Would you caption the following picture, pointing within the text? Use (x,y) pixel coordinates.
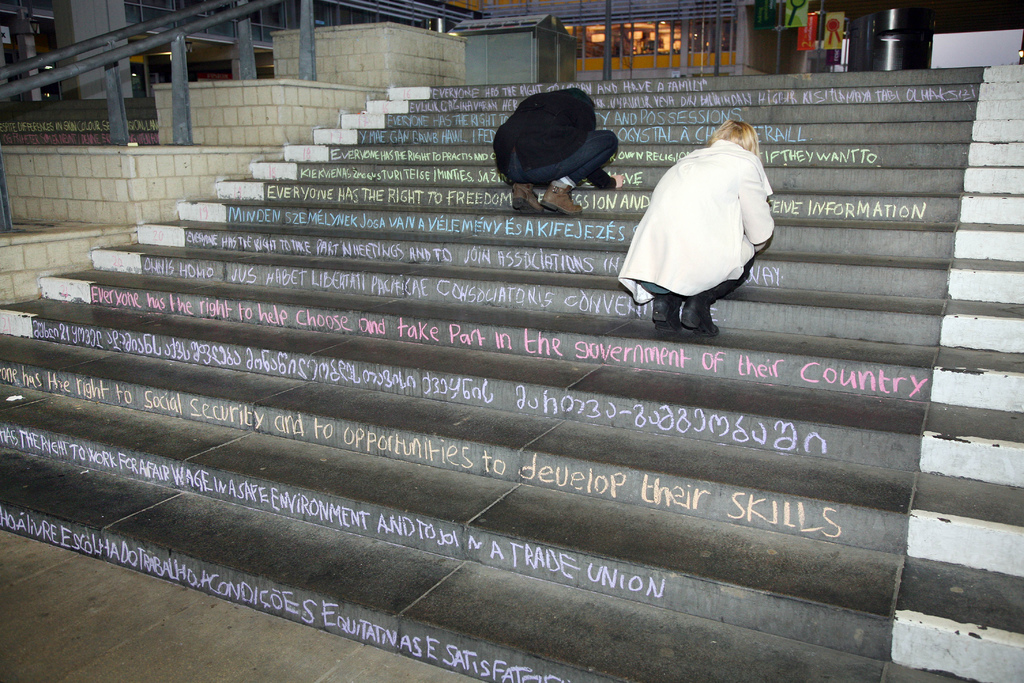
There are people (538,169) on the stairs (500,276) in the foreground area of the image (532,340) and text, there are railings (90,47) in the top left side (90,64). There are windows (735,42) and posters (790,22) at the top side (831,22).
